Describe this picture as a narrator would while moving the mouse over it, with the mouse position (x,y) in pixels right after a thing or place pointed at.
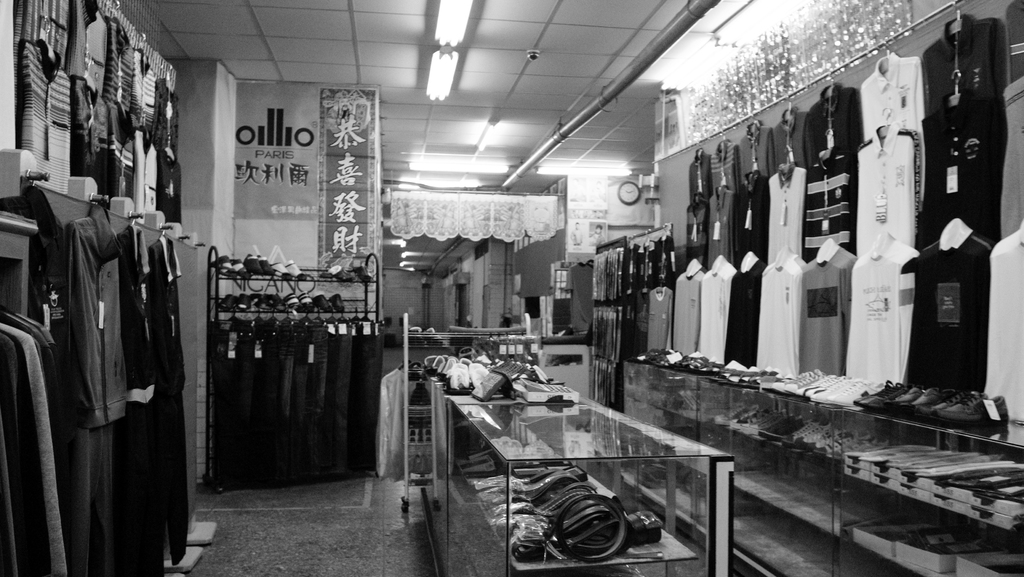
In this image there are clothes (871,266) and there are belts (557,479). On the right side (700,367) there are footwear's (745,411). In the background (494,218) there is a clock (626,201) on the wall (615,213) and there is cloth (507,226) hanging. On the top (454,24) there are lights (447,37) and on the left side (340,187) there is a banner (312,171) with some text (347,177) written on it.
